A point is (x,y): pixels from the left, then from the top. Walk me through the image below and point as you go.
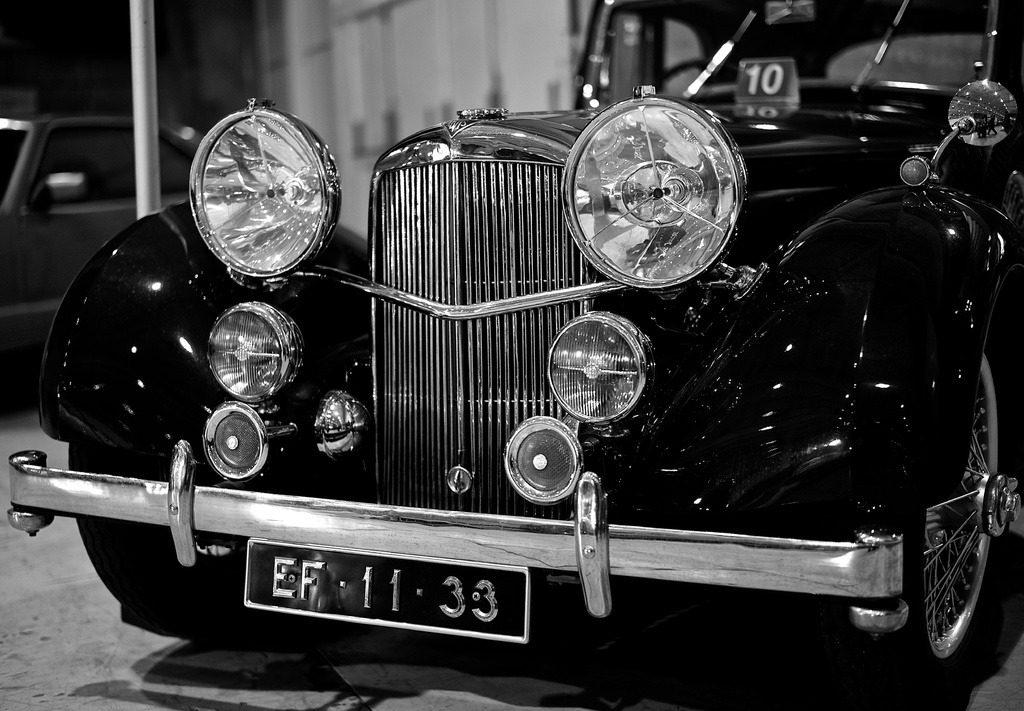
It is a black and white image and there is a car (630,146) in the foreground (526,169).
